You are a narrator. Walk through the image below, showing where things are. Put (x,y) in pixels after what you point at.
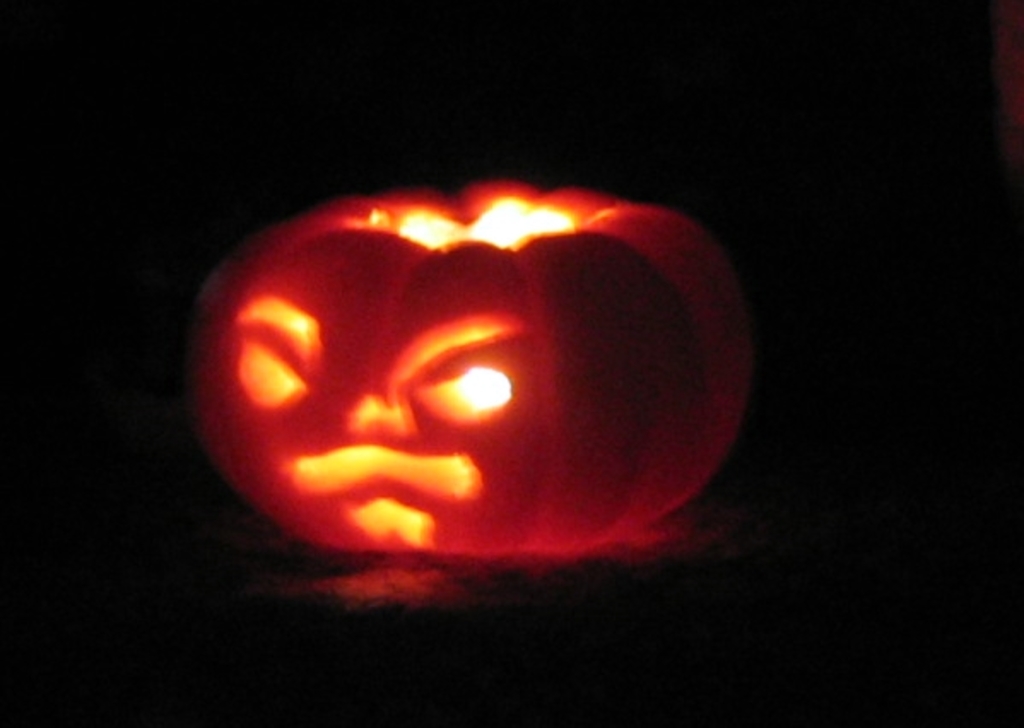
In this image there is dark background (27,342). There is an unknown object (399,447) in the middle (413,438).
